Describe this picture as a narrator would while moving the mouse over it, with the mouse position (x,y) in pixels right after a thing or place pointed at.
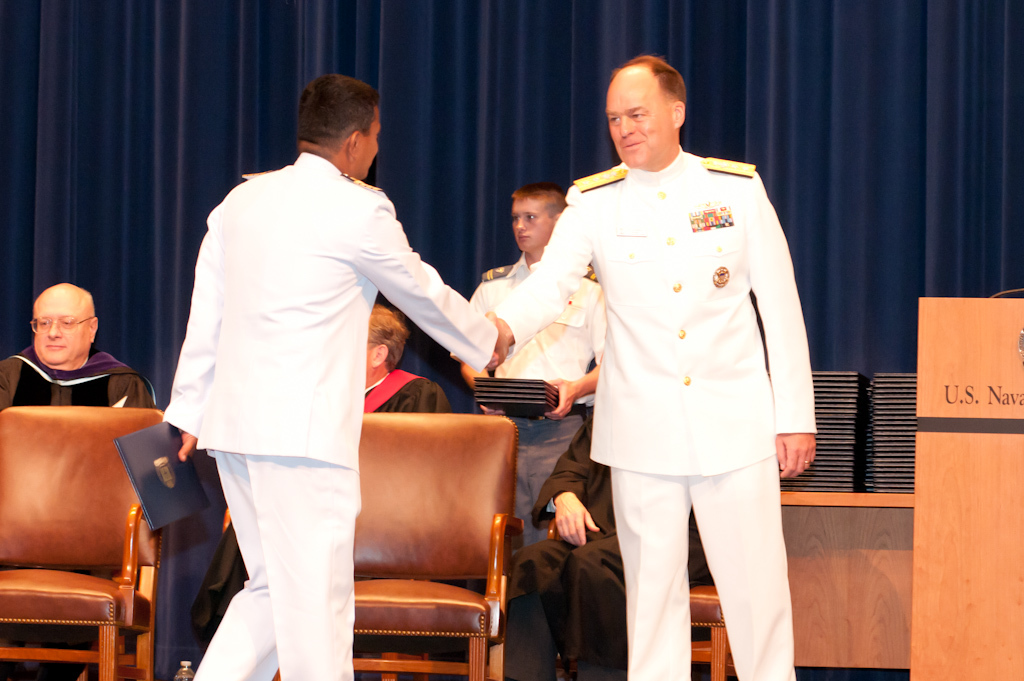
In front of the picture, we see two men (489,357) in the uniform (683,412) are standing and they are shaking their hands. Both of them are smiling. The man (294,327) on the left side (251,420) is holding a book (177,465) in his hand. Beside them, we see the chairs (396,611). Behind that, we see three people (87,341) are sitting on the chairs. Behind them, we see a man (585,385) in the uniform (555,361) is standing and he is holding the books (541,408) in his hands (565,405). On the right side (959,570), we see a podium (941,484). Behind that, we see a table (856,512) on which many books (875,441) are placed. In the background (501,160), we see a sheet (198,132) or the curtain (172,150) in blue color.
